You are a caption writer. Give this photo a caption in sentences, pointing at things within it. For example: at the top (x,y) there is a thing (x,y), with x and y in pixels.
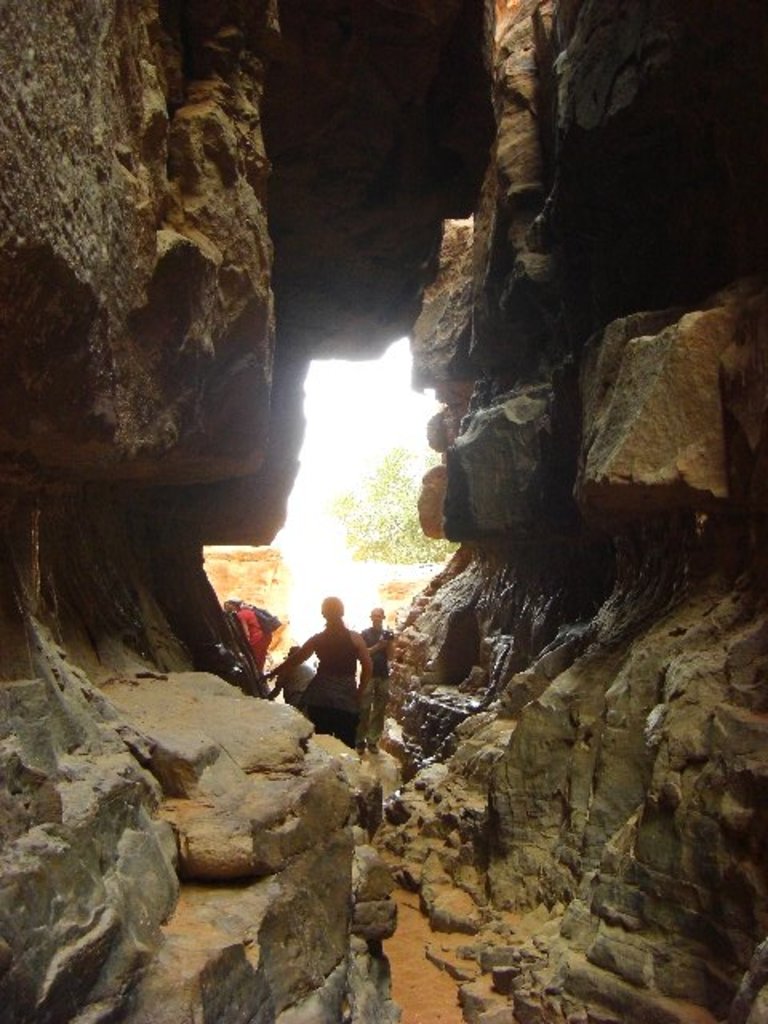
In the center of the image (347,670) there are people (313,688). On both right and left side of the image (97,639) there are rocks (127,686). In the background of the image (373,532) there is a tree (392,501).
